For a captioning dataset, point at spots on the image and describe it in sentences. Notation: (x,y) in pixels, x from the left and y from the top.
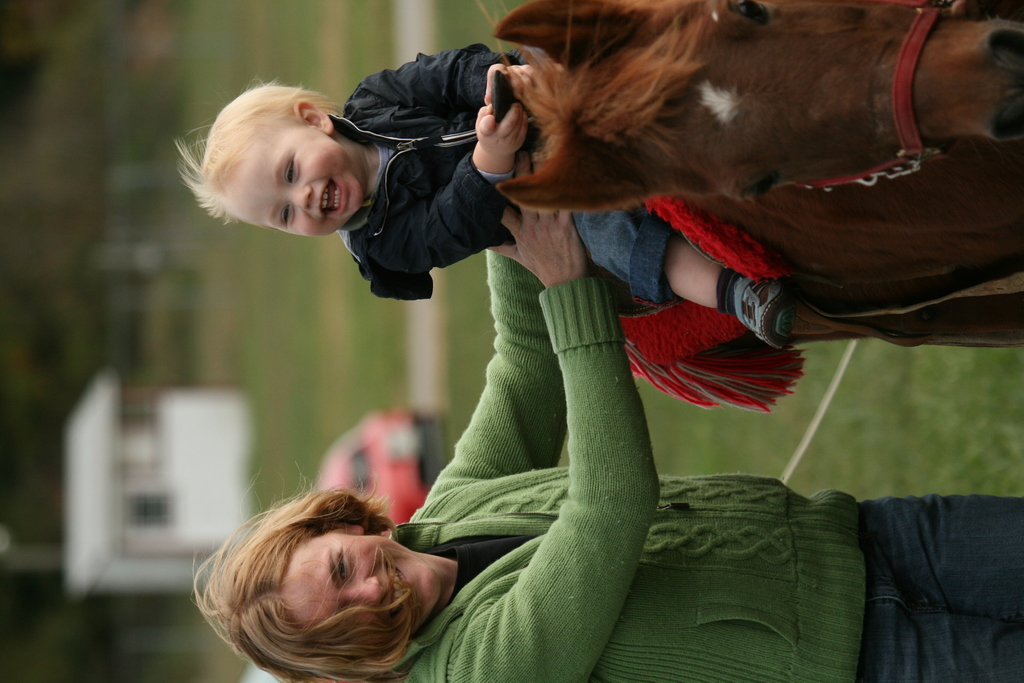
In this image in the foreground (531,510) there is one woman (382,499) and one boy (307,189) who is sitting on a horse (885,126), and in the background (389,353) there is house (158,408), fence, trees (135,159), grass (292,337) and some object (376,436).
